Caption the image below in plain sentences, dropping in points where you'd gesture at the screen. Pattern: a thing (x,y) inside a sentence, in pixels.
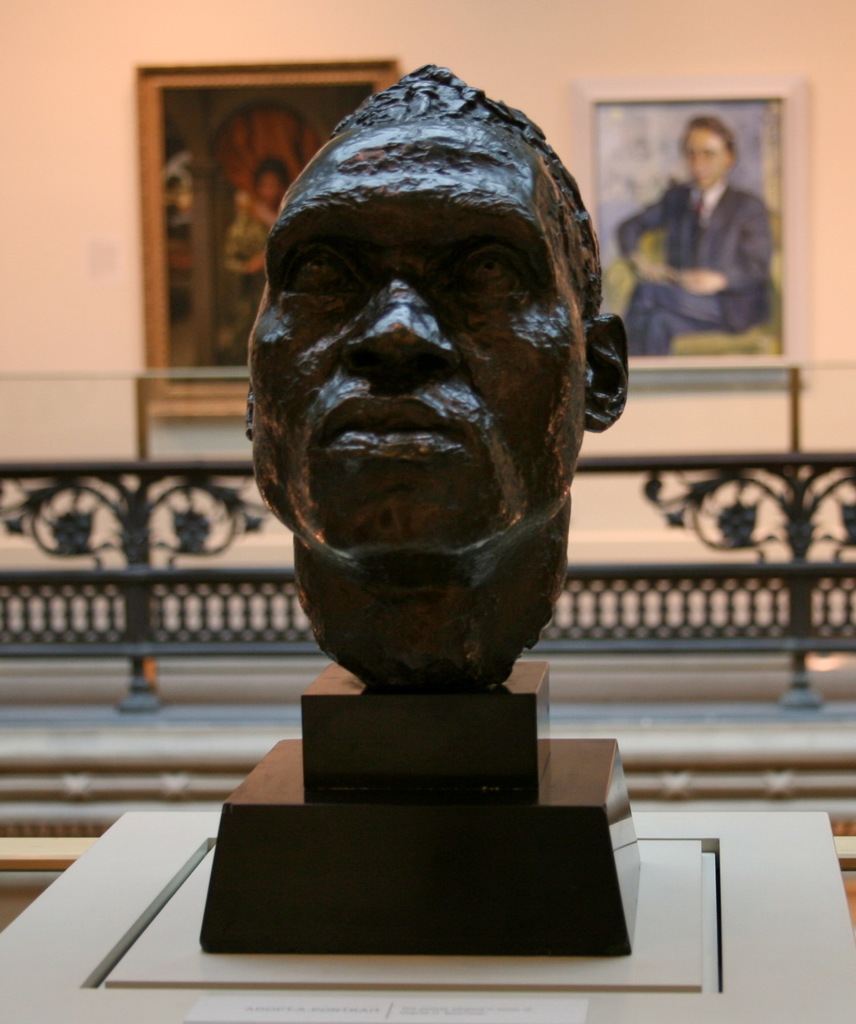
In this picture, we see a white table (125,960) on which a head statue (479,318) of a man (428,312) is placed. Behind that, we see the railing (260,582). In the background (68,318), we see a white wall (68,250) on which the photo frames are placed. This picture is blurred in the background (702,568).
